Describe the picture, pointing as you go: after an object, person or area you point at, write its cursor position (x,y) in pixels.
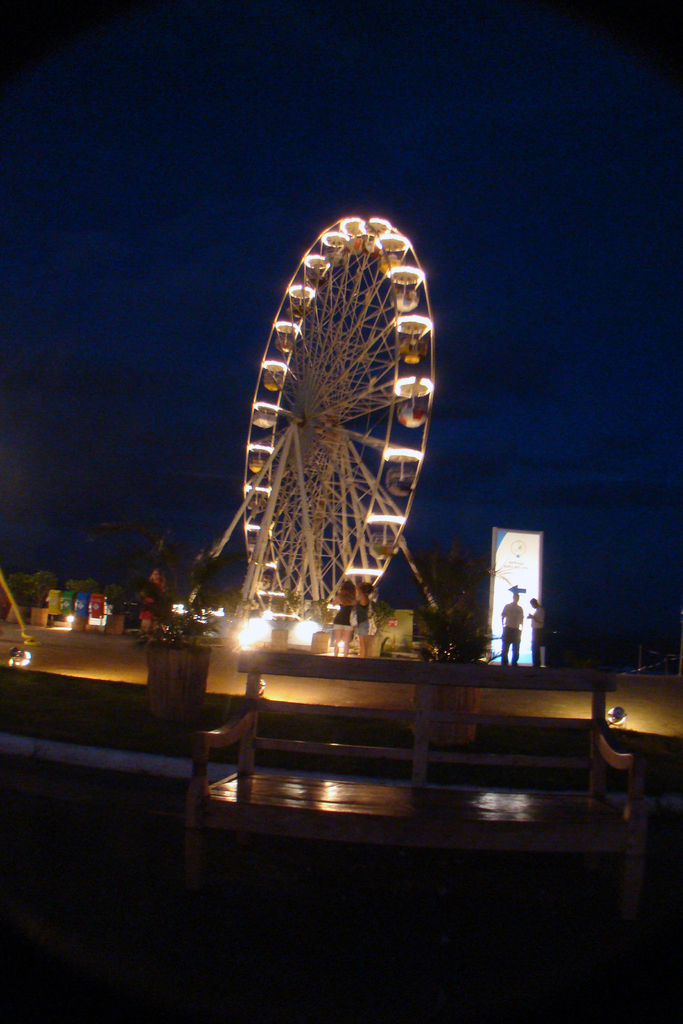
This image is taken during night time and in the center (381,423) there is a giant wheel (337,393). Few persons (533,641) are also visible in this image. There is a wooden bench (531,680) placed on the ground (431,889). In the background (554,610) sky (169,194) is visible.
